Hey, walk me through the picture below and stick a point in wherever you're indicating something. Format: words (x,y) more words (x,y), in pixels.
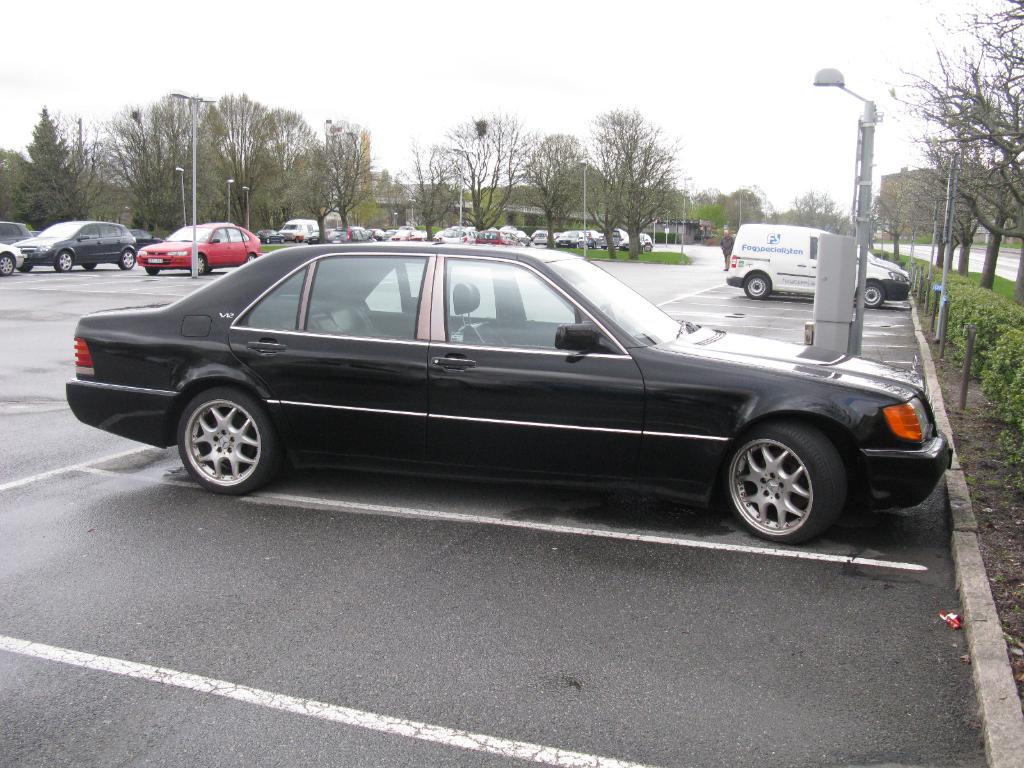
In this image I can see few vehicles (430,397). In front (521,398) the vehicle (430,397) is in black color. In the background (269,131) I can see few trees (616,151), light poles (866,228) and the sky (627,57) is in white color.
